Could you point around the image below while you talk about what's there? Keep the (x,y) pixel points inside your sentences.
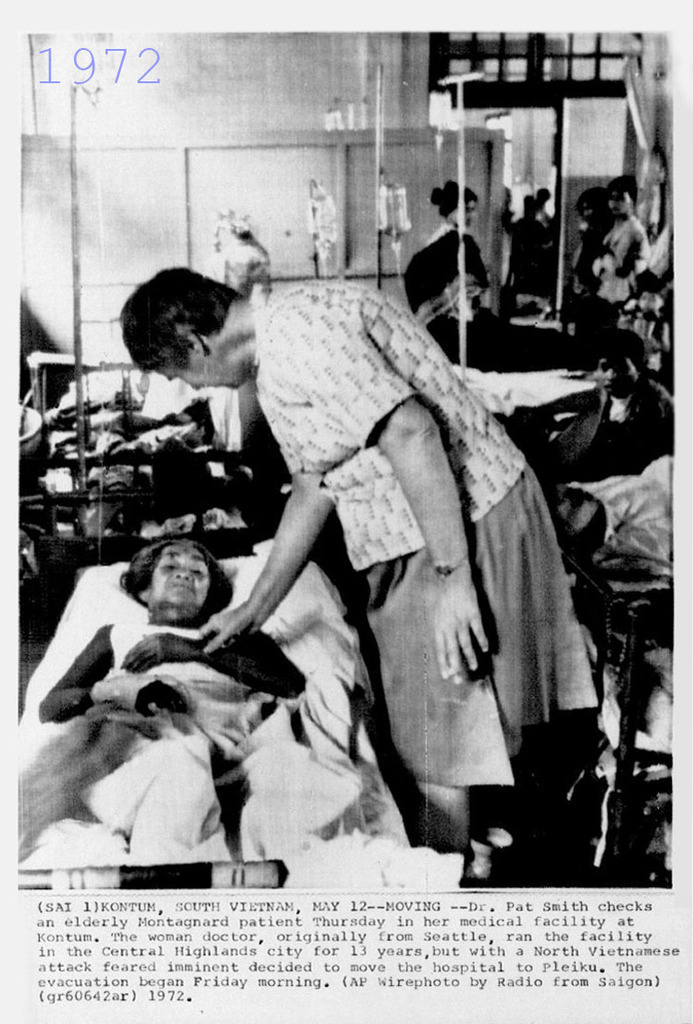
This image consists of many persons (446,660). It looks like a hospital (577,770). In the front (163,822), there is a woman (255,659) lying on the bed (107,579). Beside her, there is a woman (432,537) standing. In the background (407,251), we can see the saline stands (560,282) and a wall (314,126). At the bottom (379,958), there is a text (231,972).
